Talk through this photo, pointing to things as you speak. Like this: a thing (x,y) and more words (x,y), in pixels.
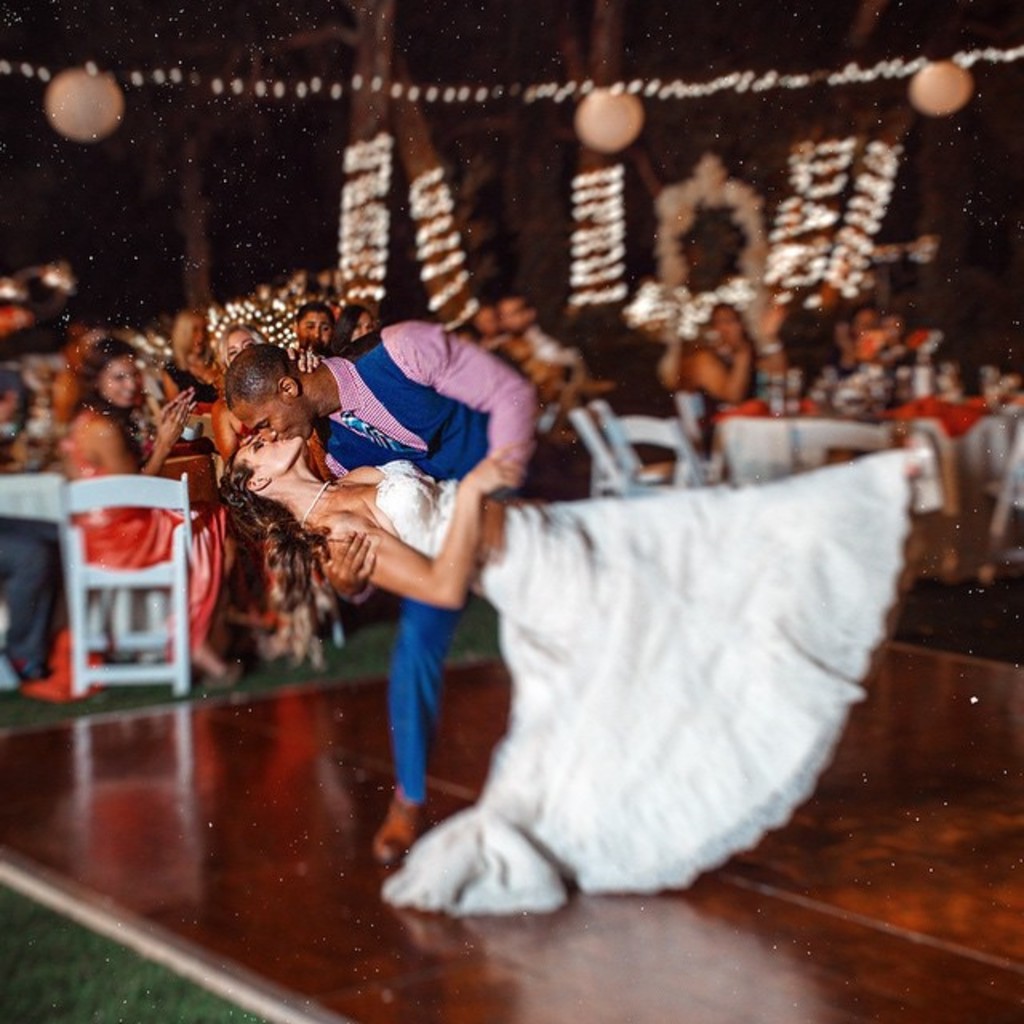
Here we can see a person (237,402) kissing a woman (492,839). In the background (256,604) we can see people (223,405) sitting on the chairs (682,437), tables (730,451), decorative balls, trees (726,136), and lights (609,190).
